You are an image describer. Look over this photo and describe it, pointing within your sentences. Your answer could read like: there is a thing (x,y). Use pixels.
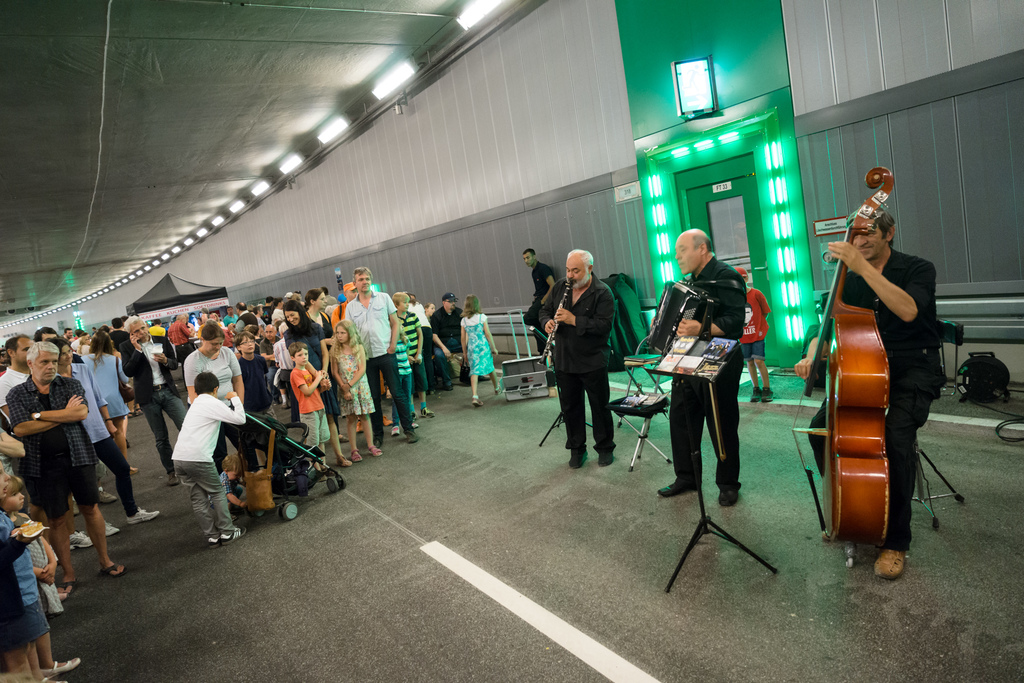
In this image there are some persons (308,343) standing at left side of this image (229,422) and there are three persons (679,406) at right side of this image (817,331) is playing instruments (837,295), this person (885,327) is wearing black color dress (917,378) and holding a double bass (878,434) and there is a door (735,179) at right side of the image (742,213), and there is a wall (813,179) in the background (370,208). there are some lights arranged at top of this image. There is a baby trolley (260,439) at bottom of this image (296,490).
